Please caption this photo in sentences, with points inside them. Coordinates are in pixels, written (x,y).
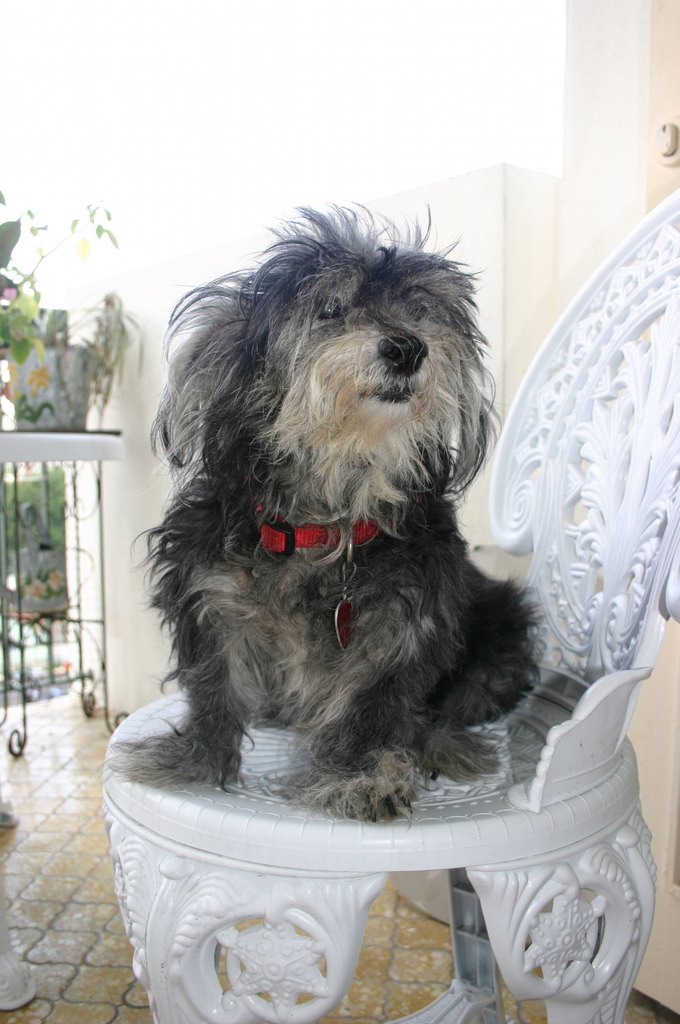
In this picture I can see the animal (383,440) on the sitting chair (344,824). I can see the plant pot (80,352) on the table (76,436).
